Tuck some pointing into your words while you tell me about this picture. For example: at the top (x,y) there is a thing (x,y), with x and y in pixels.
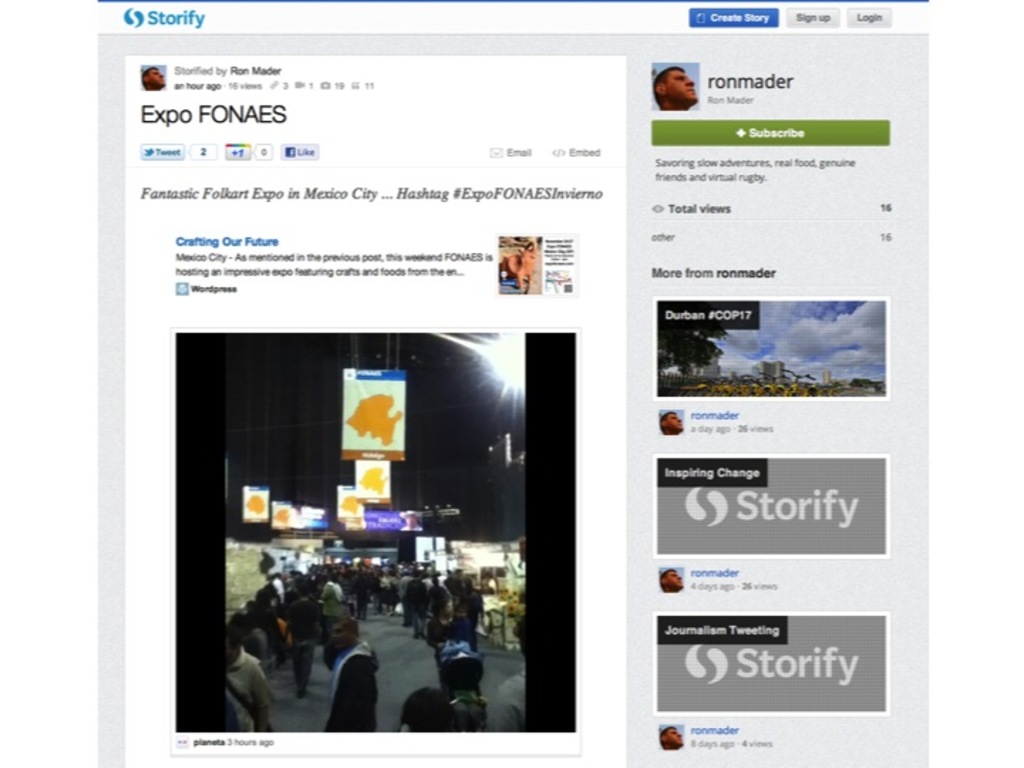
In this image there is a web page (508,247) with pictures (537,384), links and text (754,743).
